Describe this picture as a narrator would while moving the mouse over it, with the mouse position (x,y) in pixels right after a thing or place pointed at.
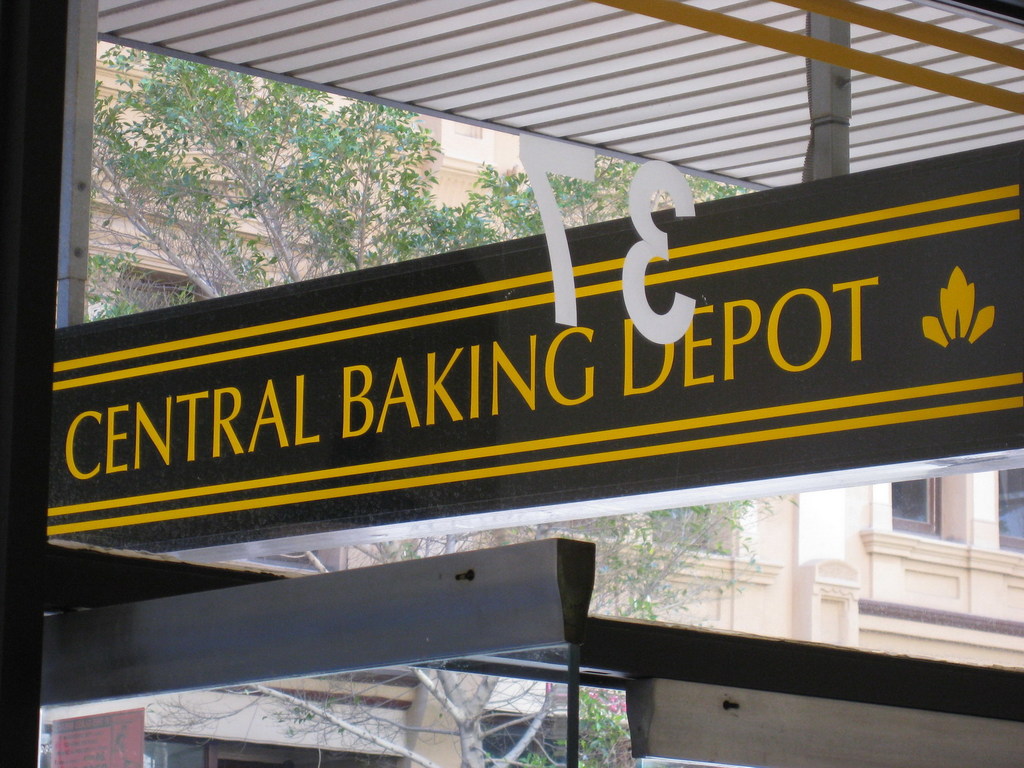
This image consists of glass (407,233) on which we can see a sticker (434,413). At the top (480,25), there is a shed (380,57). In the background (137,161), there are trees (112,310) along with the buildings (1002,491).
